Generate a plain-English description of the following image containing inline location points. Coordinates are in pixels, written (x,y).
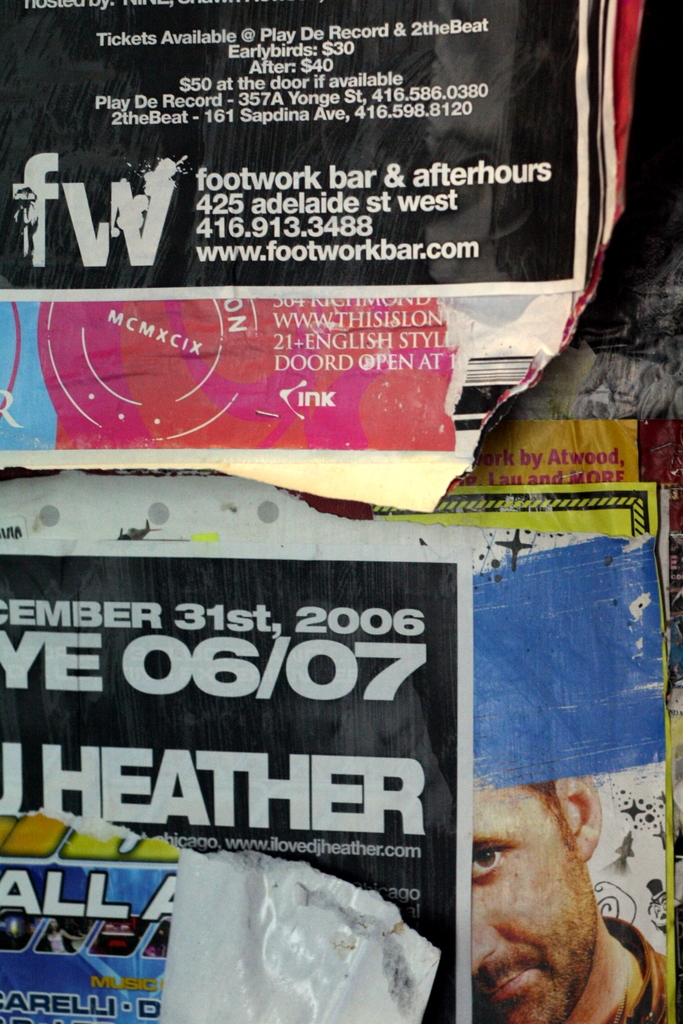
In this image I can see there are the posters (246,563) attached to the wall (673,487) and on the wall (673,487), I can see text (197,792) and a person image (552,788).
